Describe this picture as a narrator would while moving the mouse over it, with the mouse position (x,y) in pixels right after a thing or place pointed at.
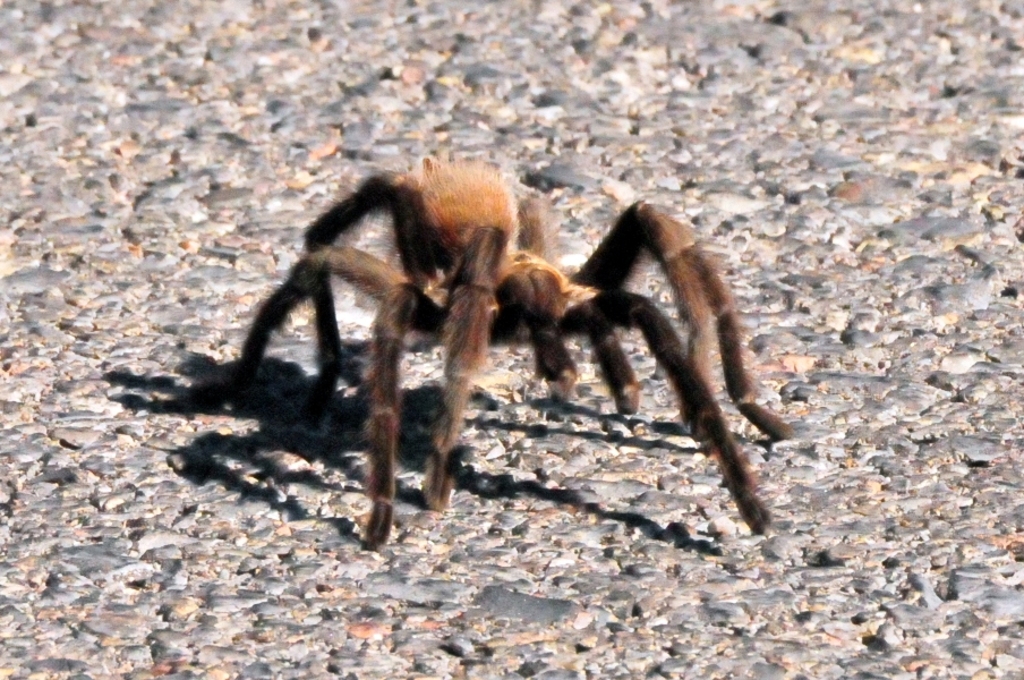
In this picture I can see insect (420,314) on the floor (507,579).
